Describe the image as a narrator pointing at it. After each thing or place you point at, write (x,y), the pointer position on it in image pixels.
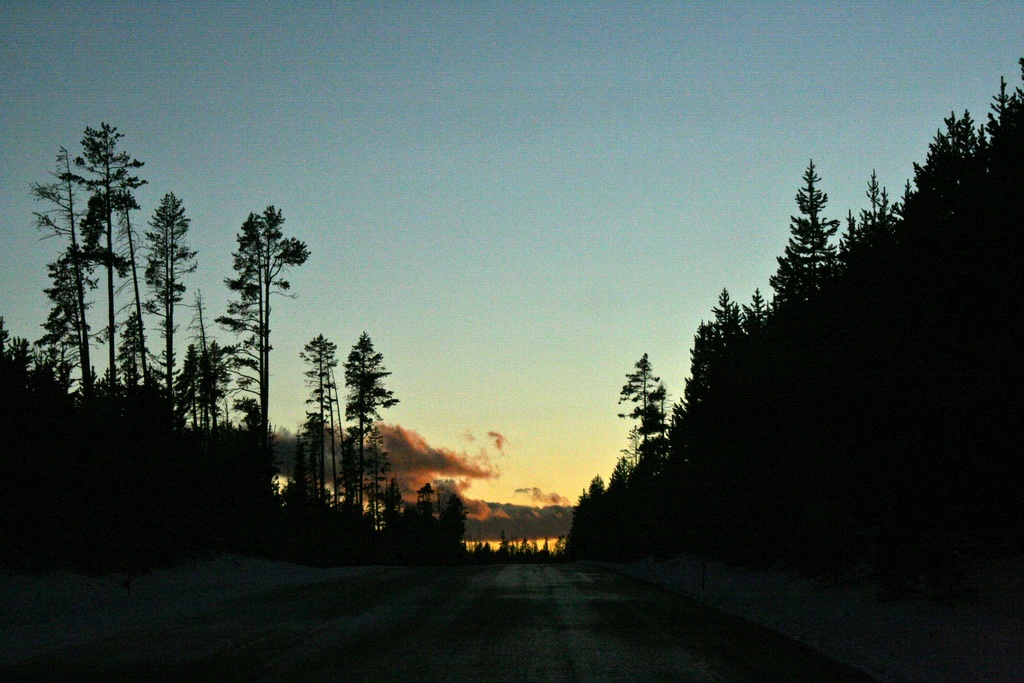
In the foreground of this image (517,602), there is a road (517,618). On either side, there are trees (739,334) and at the top (648,109), there is the sky (513,80).
